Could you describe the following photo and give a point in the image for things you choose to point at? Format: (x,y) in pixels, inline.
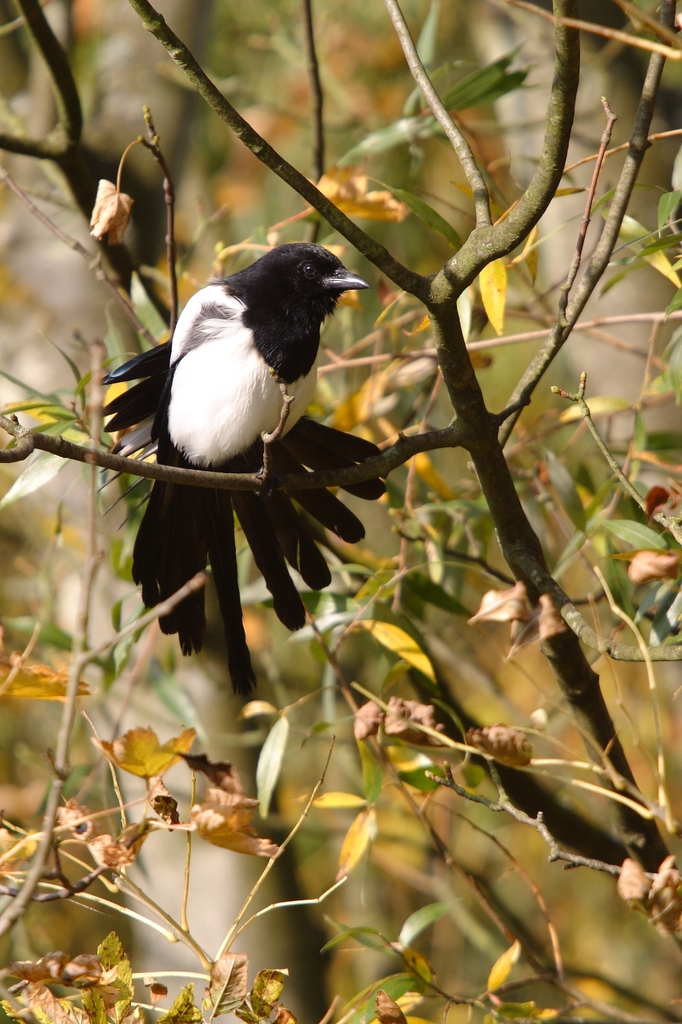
In the image there are branches (417,279) with leaves (409,582) and also there is a bird (285,514). And there is a blur background (12,943).
